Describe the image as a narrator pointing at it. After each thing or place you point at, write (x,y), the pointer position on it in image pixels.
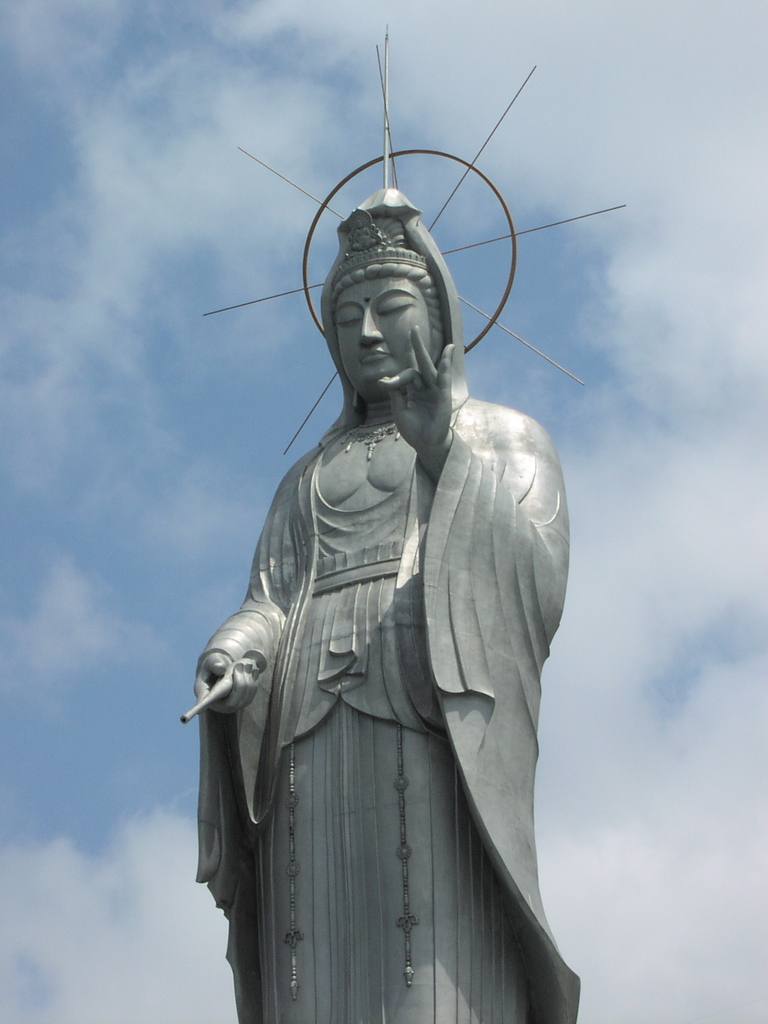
In this image I can see the statue (283,604) of the person (324,649) which is in ash color. In the background (599,465) I can see the clouds (128,393) and the sky (217,417).
